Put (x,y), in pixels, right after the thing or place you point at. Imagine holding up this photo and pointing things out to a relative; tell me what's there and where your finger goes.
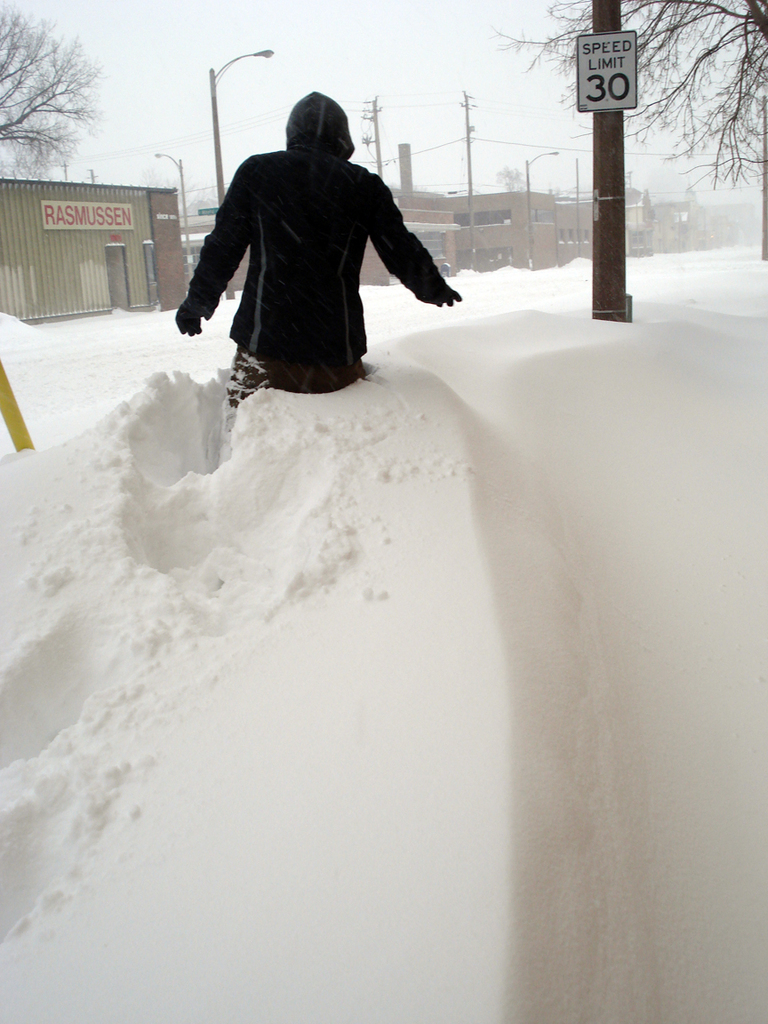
In this image there is a person (256,303) who is wearing the black sweater (256,303) and black gloves (197,326) is walking in the snow (203,338). In front of the person (213,252) there are buildings (31,225) and electric poles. On the right side (613,178) there is a pole (596,154) to which there is a board (605,70). At the bottom (343,702) there is snow (443,539). In front of the houses (482,215) there are light poles (218,129).
